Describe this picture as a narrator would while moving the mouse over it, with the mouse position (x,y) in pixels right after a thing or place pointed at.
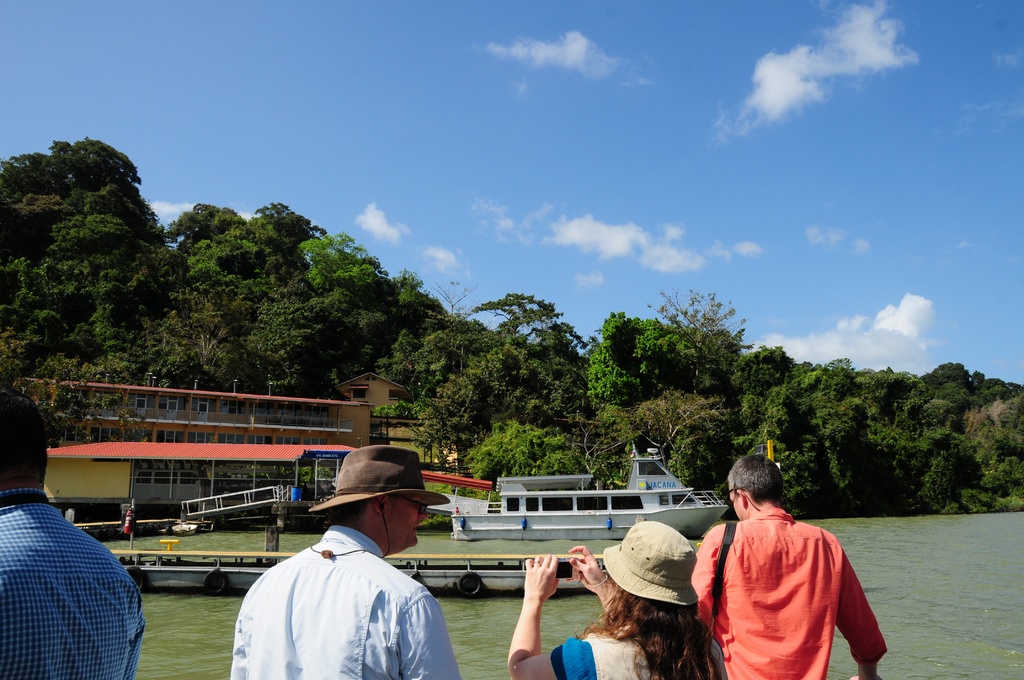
This picture describes about group of people (782,593), in the middle of the image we can see a woman (620,637), she is holding a camera (563,561) and she wore a cap (626,579), in front of them we can see few boats (582,511) in the water (919,572), in the background (803,392) we can find few houses (343,400) and trees (673,392).
